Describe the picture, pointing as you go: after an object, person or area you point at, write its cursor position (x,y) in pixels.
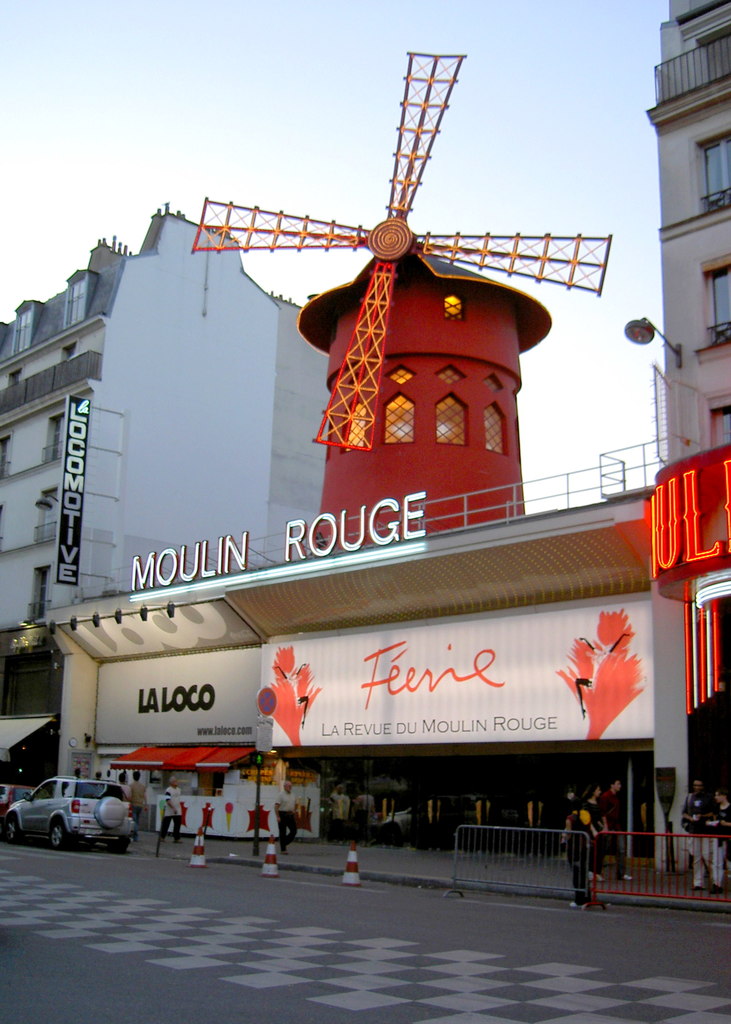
In this image in the background (242,680) there are buildings (287,485) and there are boards (235,691) with some text (154,558) written on it. There are persons (285,820), there is a car (107,816) and there is a fence (533,860) and there are stands (202,849) which are red and white in colour. In the center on the road (190,933) there is a painting (380,997) which is white in colour.
